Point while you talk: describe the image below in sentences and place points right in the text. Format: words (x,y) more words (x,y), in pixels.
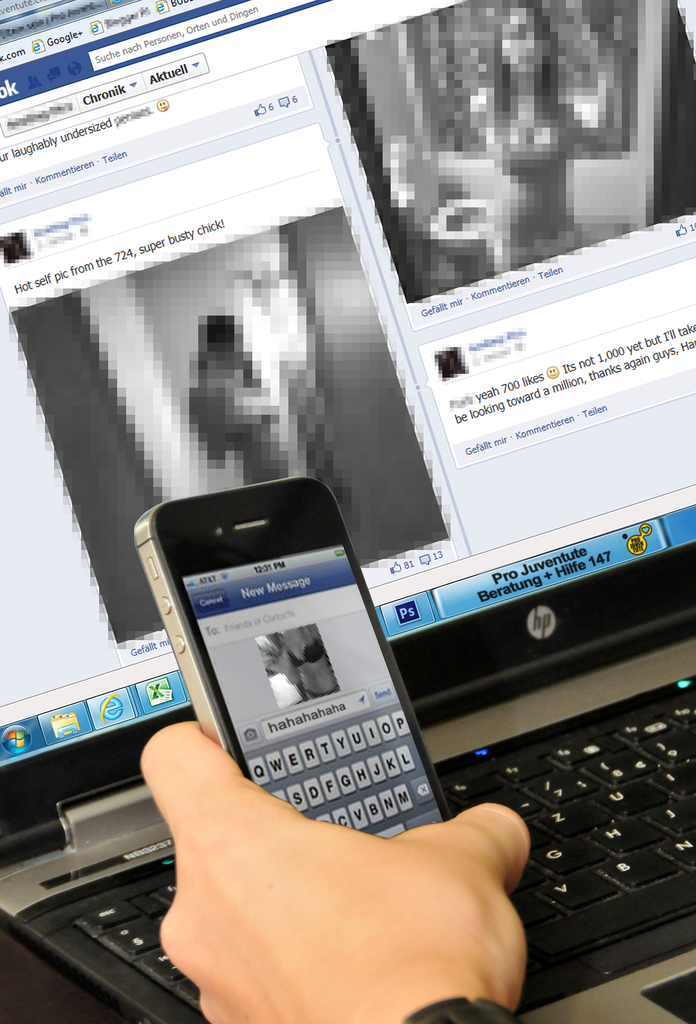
Here we can see hand (452,827) of a person (378,843) holding a mobile (347,659) and there is a laptop (345,322).
